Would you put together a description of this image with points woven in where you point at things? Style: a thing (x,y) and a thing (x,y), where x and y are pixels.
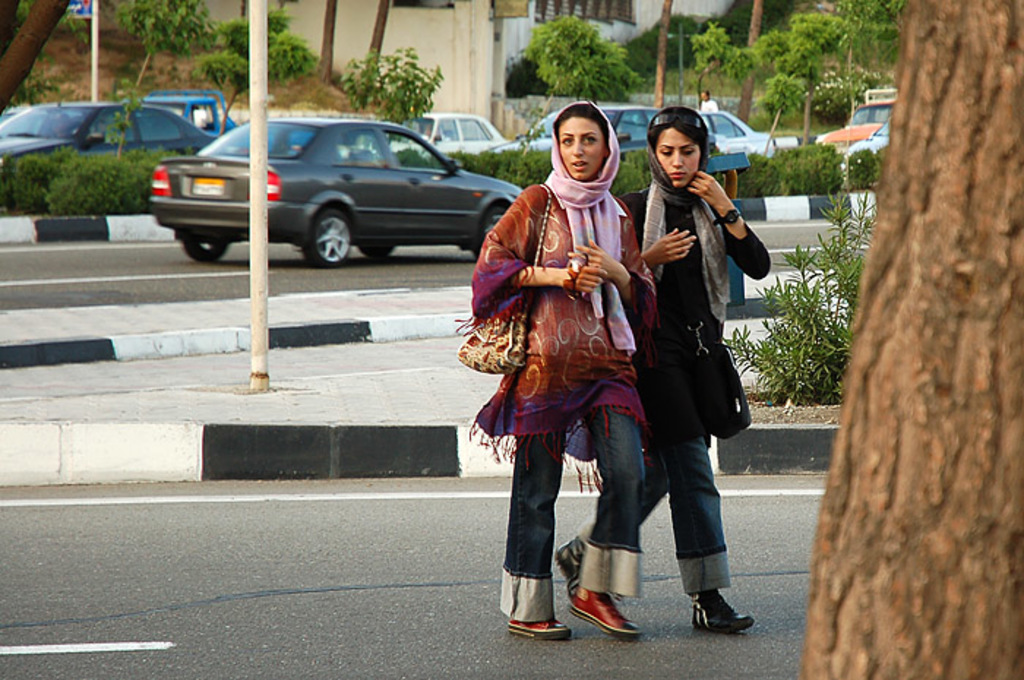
There are two persons (624,386) standing in the middle of this image (622,377). There are some trees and cars (430,152) in the background (226,143).
